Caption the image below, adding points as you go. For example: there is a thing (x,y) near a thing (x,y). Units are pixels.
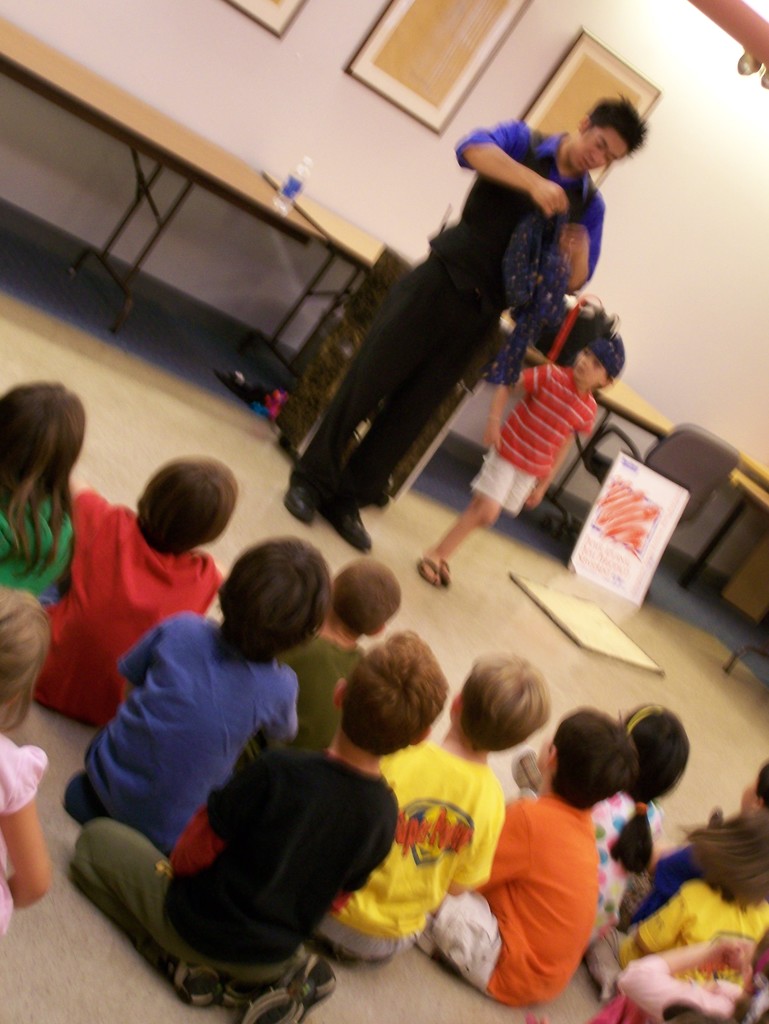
In this picture we can see a group of children (214,596) sitting on the floor (697,813). In front of them we can see a man (393,425) and a child (497,454) standing. In the background (155,164) we can see a bottle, tables (266,201), chair (701,433), boards (605,634), frames (426,11) on the wall (514,106) and some objects (718,26).
